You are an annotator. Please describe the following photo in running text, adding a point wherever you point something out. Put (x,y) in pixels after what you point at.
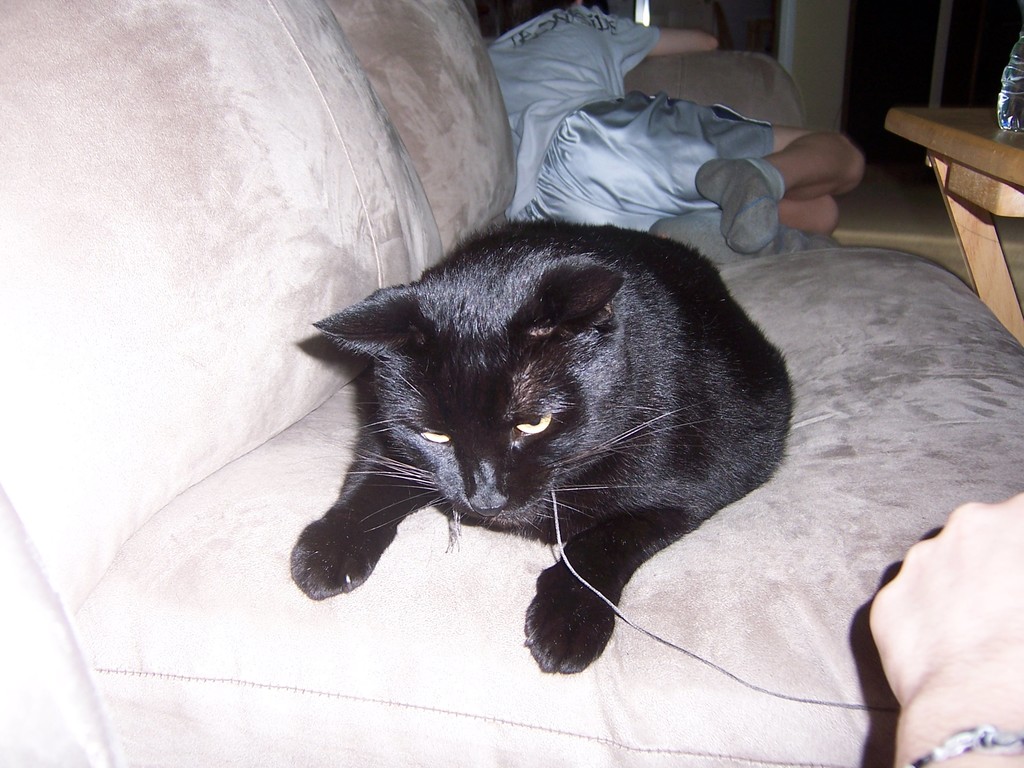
In this picture we can see a person (687,207) sleeping and a cat (418,348) sitting on a couch (99,372). Near to the couch (894,398) we can see a table (962,196) and on the table (983,111) there is a bottle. At the right side of the pictures i can see partial part of a person's hand (963,719), wearing a watch (924,764) and holding a thread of a cat (628,563).
